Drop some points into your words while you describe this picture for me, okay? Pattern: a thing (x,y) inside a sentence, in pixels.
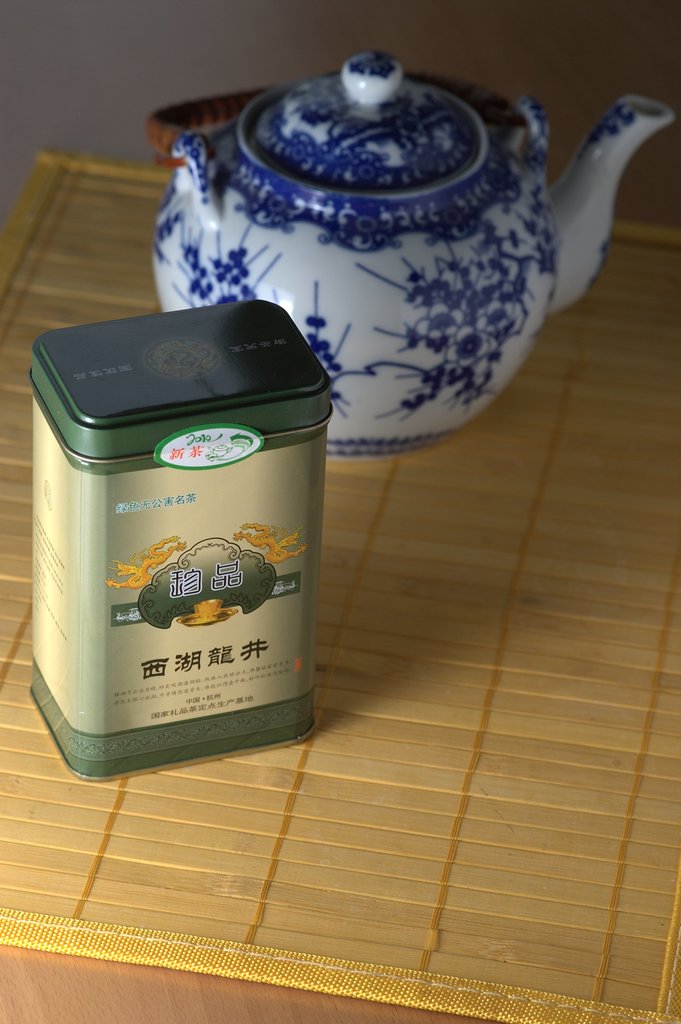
In this picture there is a kettle (401,285) which is in white and blue color and there is a box (263,537) beside it which has something written on it is placed on an object (631,285).
